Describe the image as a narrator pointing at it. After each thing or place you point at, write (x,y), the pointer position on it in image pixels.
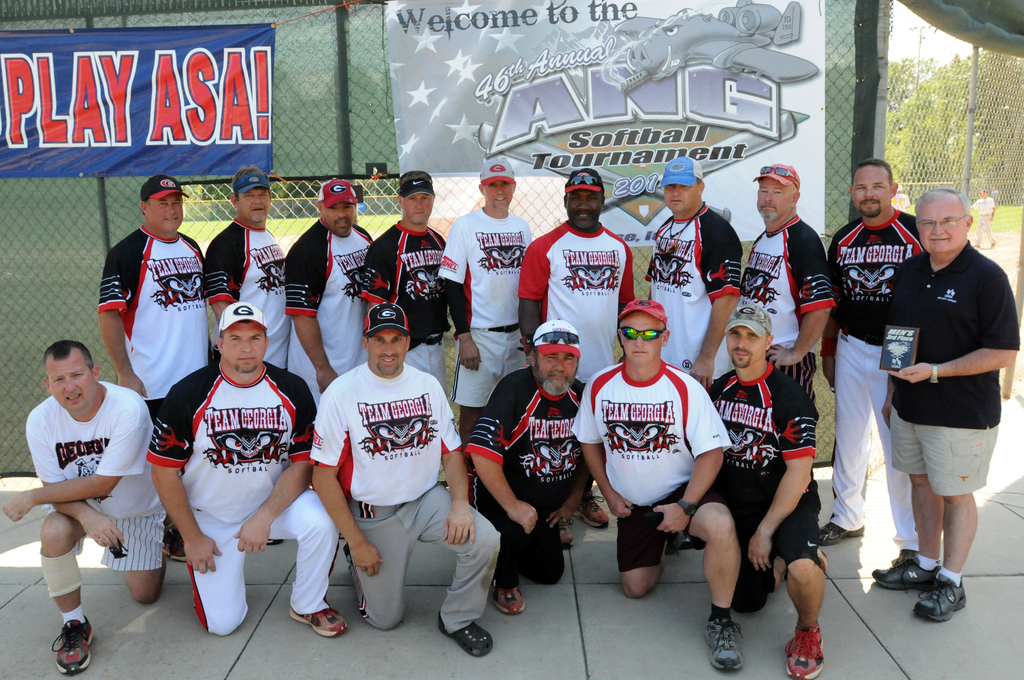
In this image there are group of persons (496,340) standing and kneeling. In the background (536,89) there is a fence (918,109) and there are banners (621,87) with some text (567,79) written on it and behind the fence (921,120) there are persons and there is grass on the ground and there are trees (935,78).
